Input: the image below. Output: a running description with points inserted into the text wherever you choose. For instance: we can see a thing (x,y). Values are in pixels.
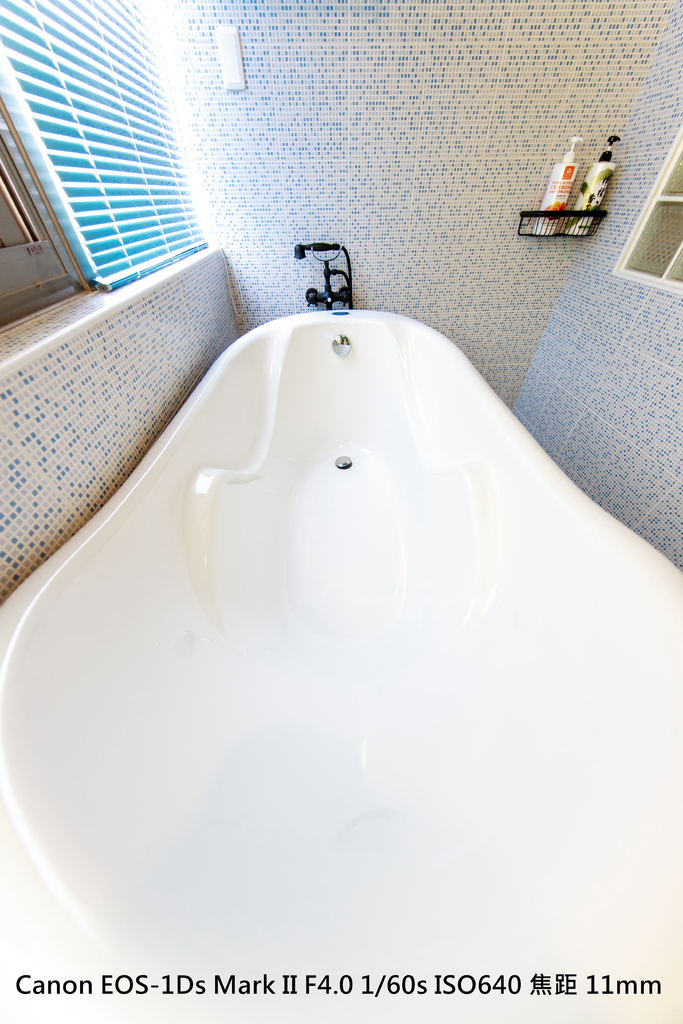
In the image in the center (300,517) we can see one bathtub (350,636), which is in white color. In the background (440,96) there is a wall (419,101), window blind (95,151), tap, spray bottles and few other objects (638,256).
